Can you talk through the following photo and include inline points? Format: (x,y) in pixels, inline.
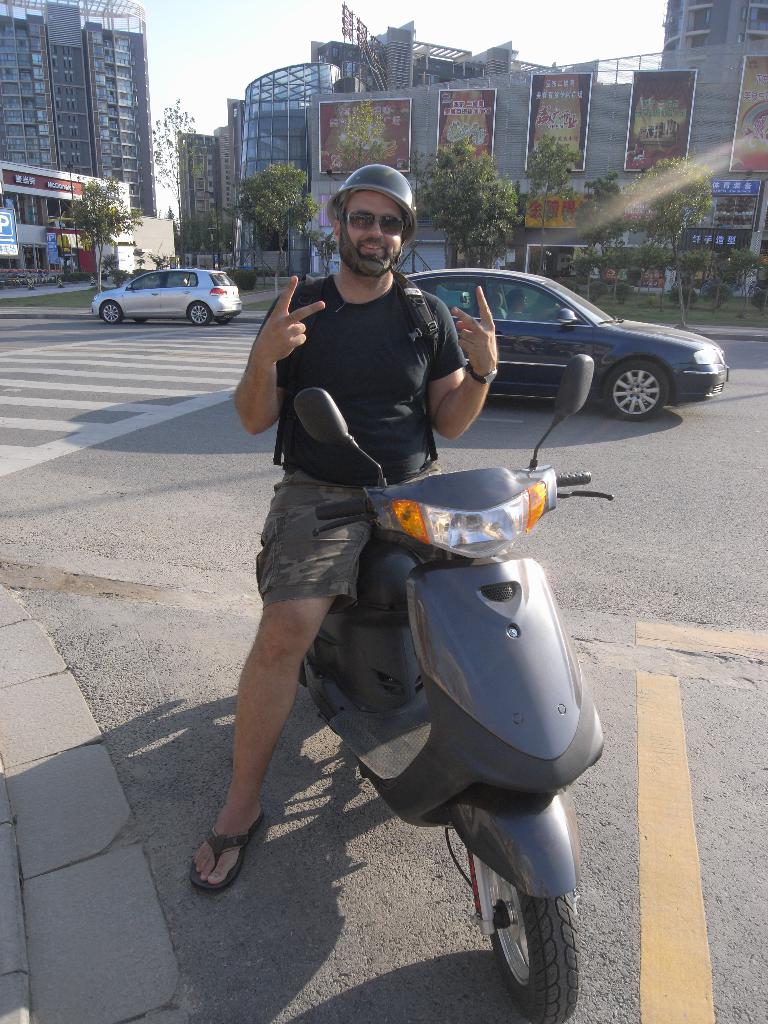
This picture shows a man (322,376) seated on the scooter (441,639) and he wore a helmet (349,194) and sunglasses (369,226) on his face (390,228) and we see trees (269,198) and cars (474,289) on the road (159,382) and we see buildings (297,129) and a clear sky (628,41).
